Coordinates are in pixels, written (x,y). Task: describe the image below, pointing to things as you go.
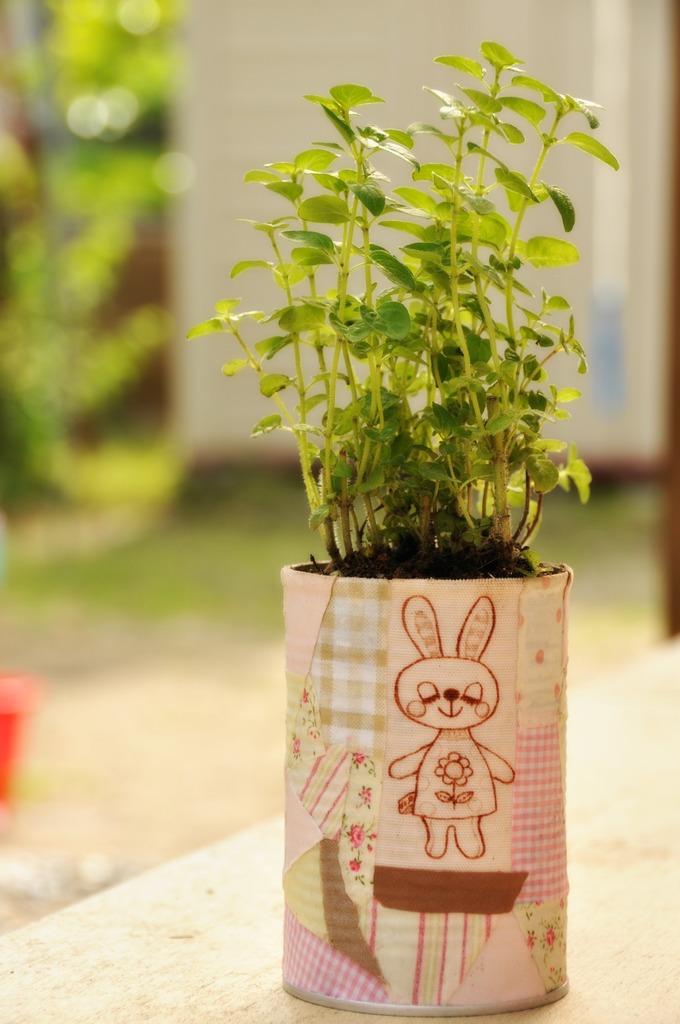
In this image I can see a plant pot (433,688). The background (82,3) is blurred.
